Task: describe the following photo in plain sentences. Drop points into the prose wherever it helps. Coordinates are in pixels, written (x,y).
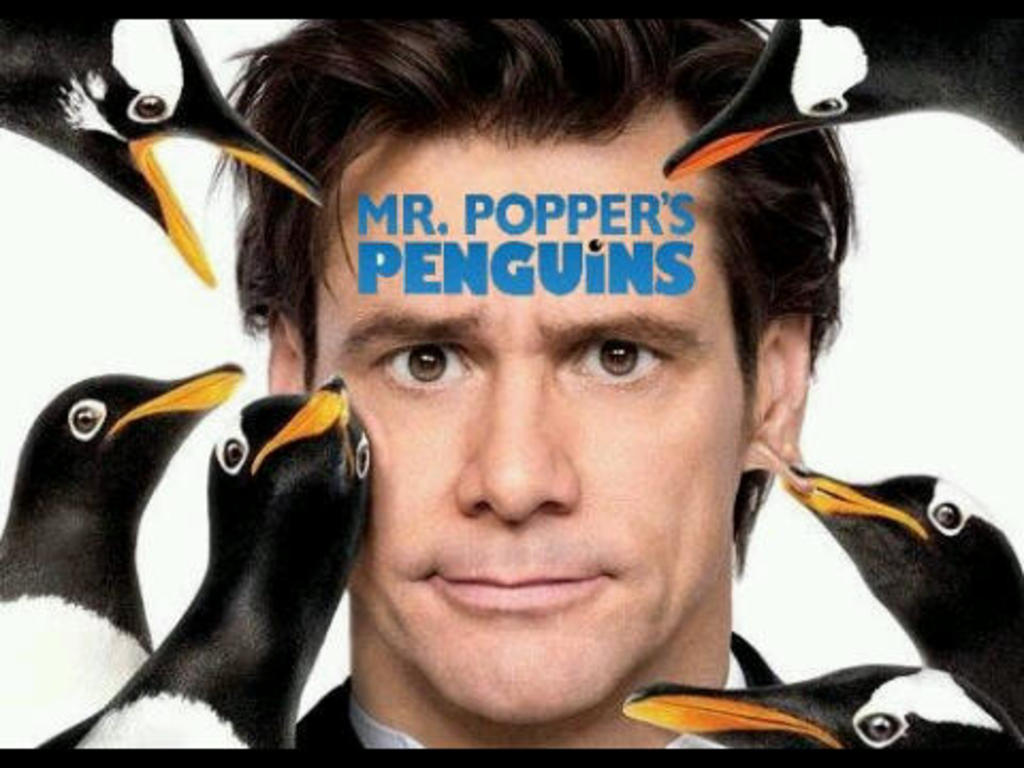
It is an edited image, there is a man (604,344) and around his face (401,401) there are many birds heads (125,42) and there is a name (681,285) on the man's head (507,189).
